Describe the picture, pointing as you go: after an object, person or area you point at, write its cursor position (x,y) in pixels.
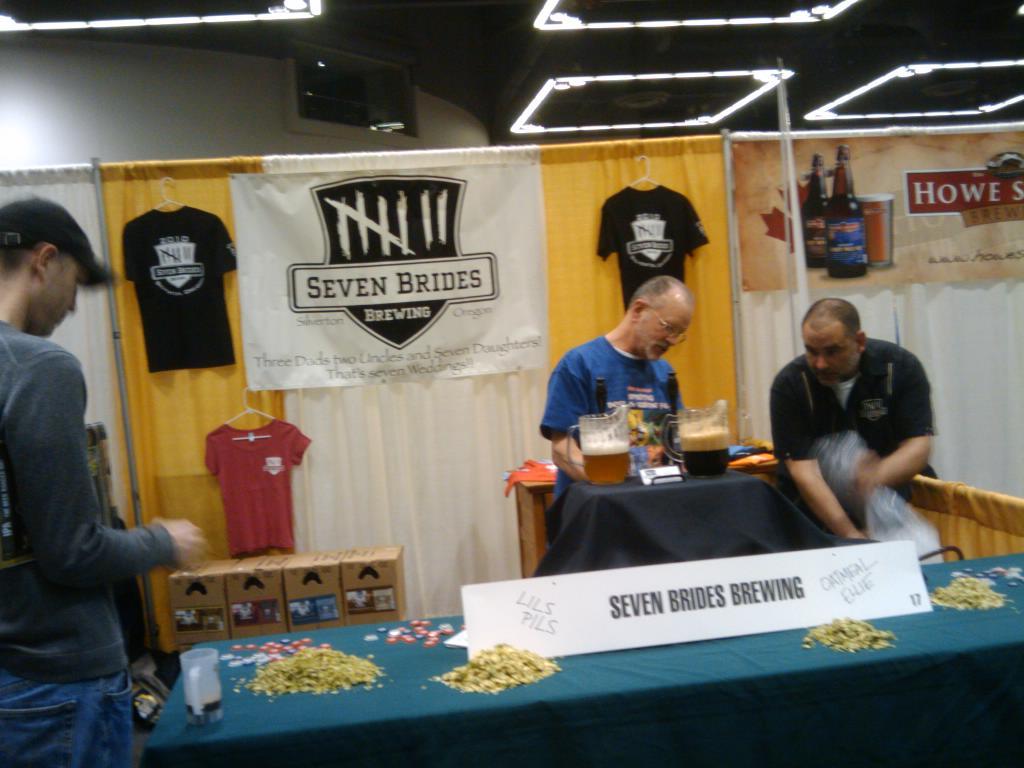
As we can see in the image there is a banner (364,259), three people (75,520) standing over here and a table (897,636). On table (611,686) there is a banner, mugs (716,460) and papers (658,475).
